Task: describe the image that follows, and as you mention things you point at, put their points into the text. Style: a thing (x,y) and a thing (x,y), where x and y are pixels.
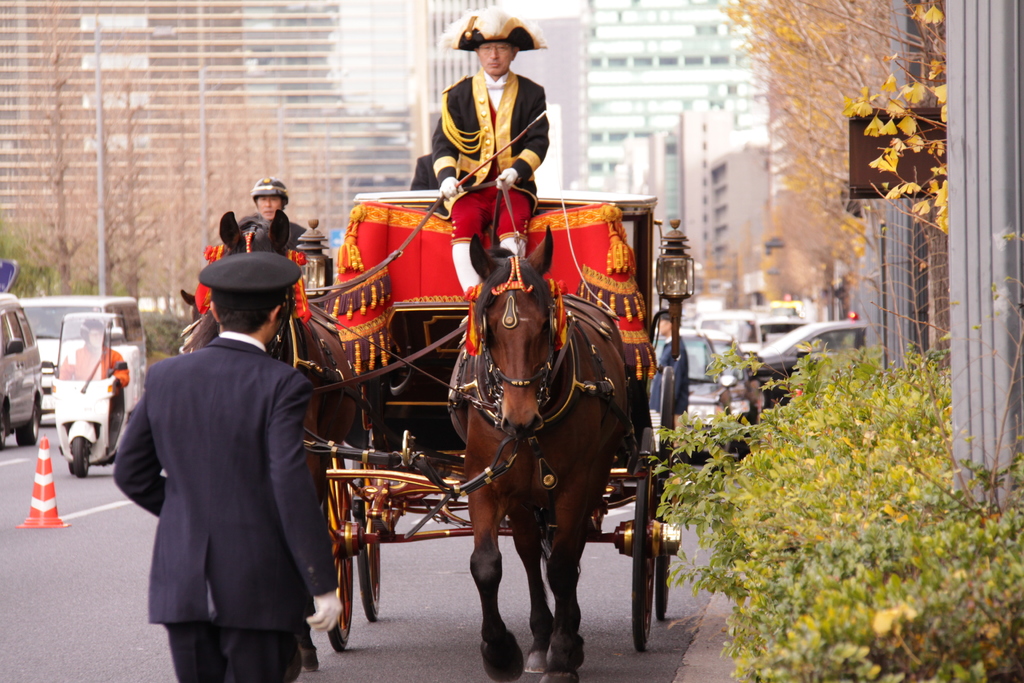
In this image I can see a person (479,112) sitting on the carriage (375,385). On the road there are vehicles (751,321). There is a person (249,365) standing on the road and wearing a hat (234,293). At the back side (151,118) there is a building (290,62).
